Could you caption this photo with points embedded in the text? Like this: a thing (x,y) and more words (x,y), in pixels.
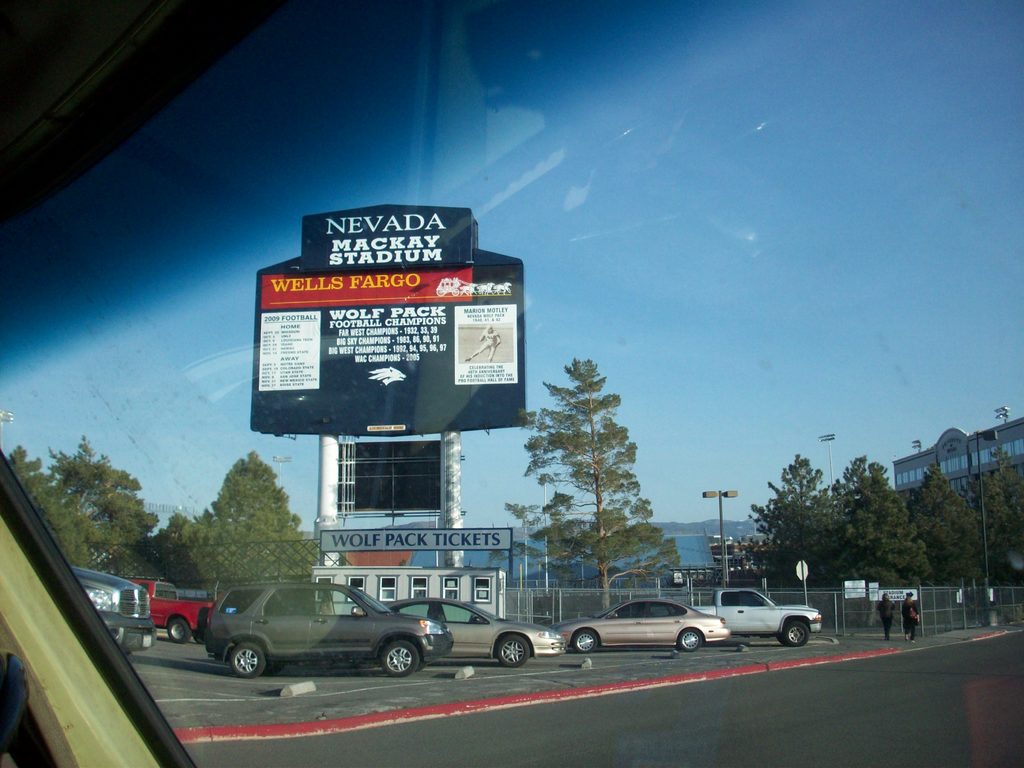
In this image I can see the picture through the window (370,517) of a vehicle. I can see the road (606,704), few cars (292,646) in the parking lot (848,640), two persons (886,620) walking on the sidewalk (897,644), the metal railing (859,615), few boards (434,426) and few trees (889,562). In the background (992,449) I can see few buildings (921,463) and the sky (753,235).
